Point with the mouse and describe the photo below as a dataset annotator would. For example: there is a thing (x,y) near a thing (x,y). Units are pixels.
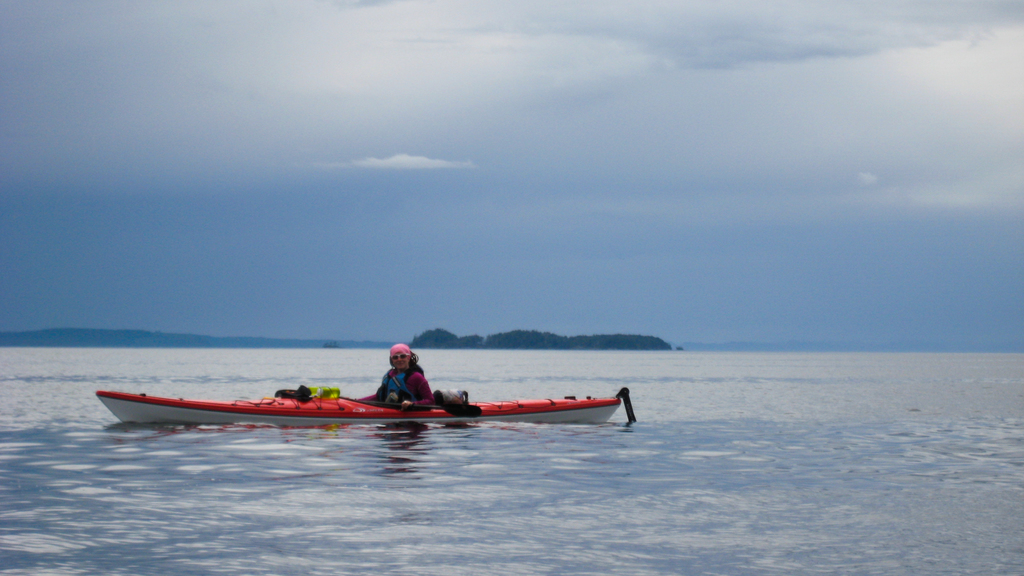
In this picture I can observe sea kayak (302,409) in the middle of the picture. There is a person (415,382) in the sea kayak (360,405). In the background (611,370) I can observe an ocean (624,372) and sky (444,215).
